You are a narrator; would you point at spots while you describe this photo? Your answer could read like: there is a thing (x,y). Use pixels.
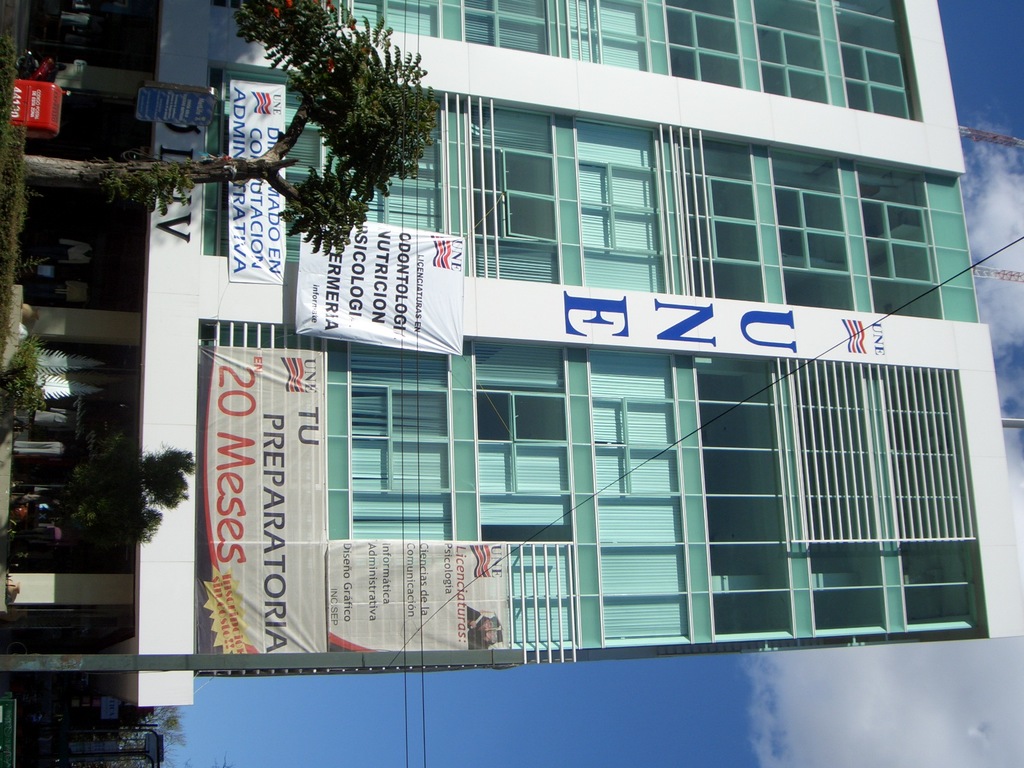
In the center of the image (507,480) there is a building (401,489) and we can see boards (315,416). There are trees (110,477). In the background (533,707) there is sky (896,700).
